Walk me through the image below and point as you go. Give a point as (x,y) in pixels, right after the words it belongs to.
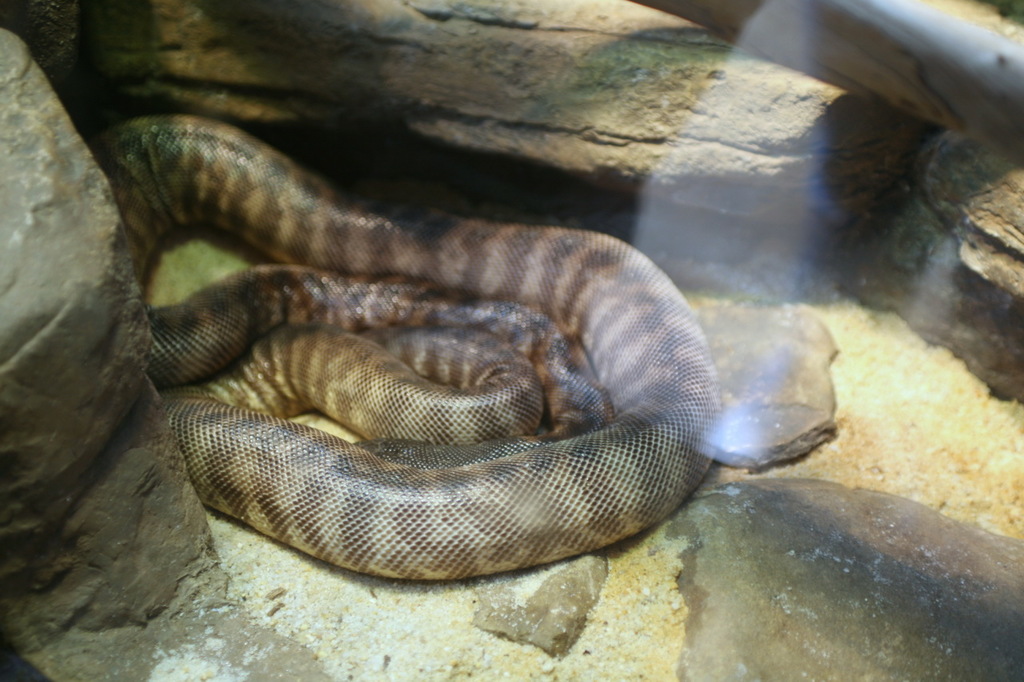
In this image, we can see a snake (419,409) on the ground (377,630). Here we can see few rocks (659,165) and glass (829,216).
